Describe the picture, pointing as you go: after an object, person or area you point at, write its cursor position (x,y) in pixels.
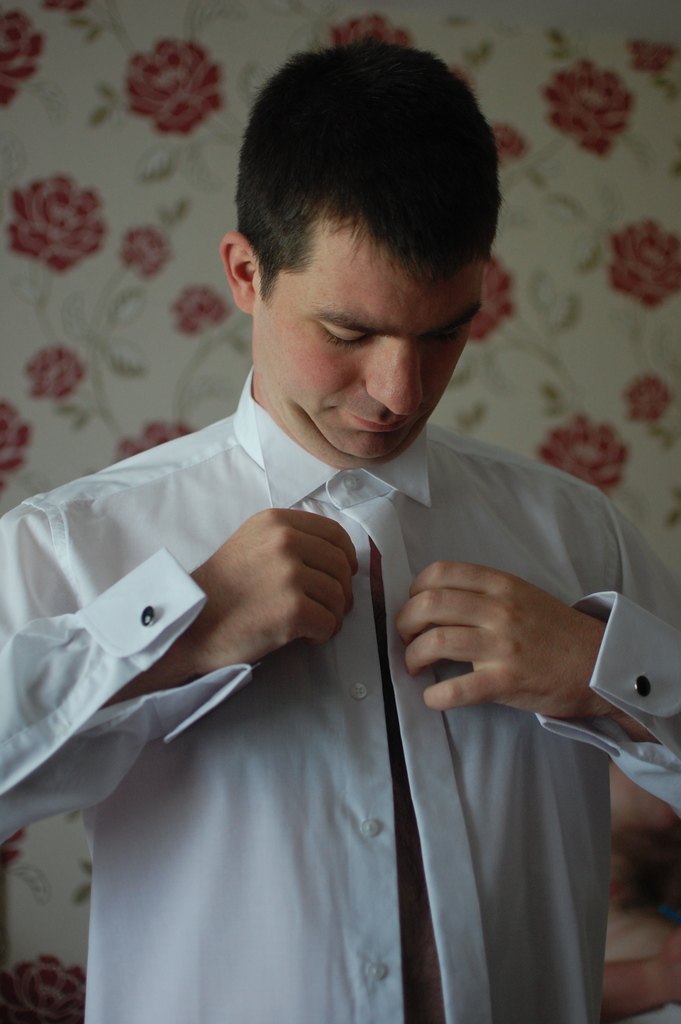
In this image I see a man (348,374) who is wearing white shirt (58,624) and in the background (63,463) I see the wall (29,323) on which there are designs (610,458) of flowers (41,222).
